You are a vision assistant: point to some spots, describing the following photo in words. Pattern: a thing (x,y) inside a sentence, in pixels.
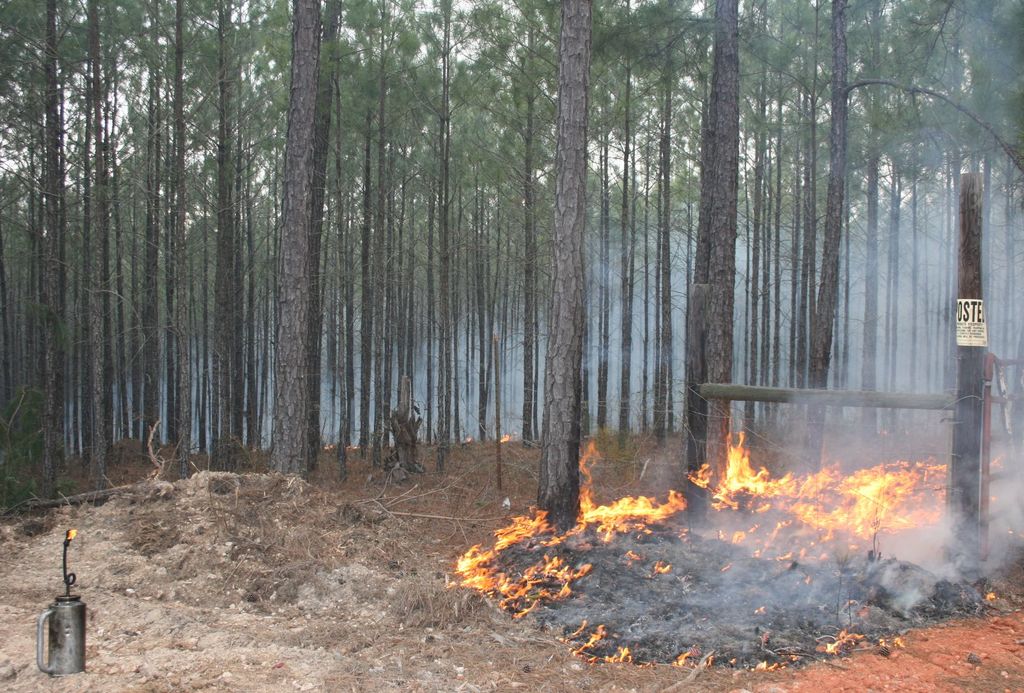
This is the picture of a forest (709,349). In this image there are trees (719,370). On the right side of the image (764,490) there is a poster (976,320) on the tree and there is a fire (488,573). At the back (1023,331) there is a smoke (1007,334). At the top (453,54) there is sky (19,159). At the bottom (270,604) there is a mud (289,612). In the bottom left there is an object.
